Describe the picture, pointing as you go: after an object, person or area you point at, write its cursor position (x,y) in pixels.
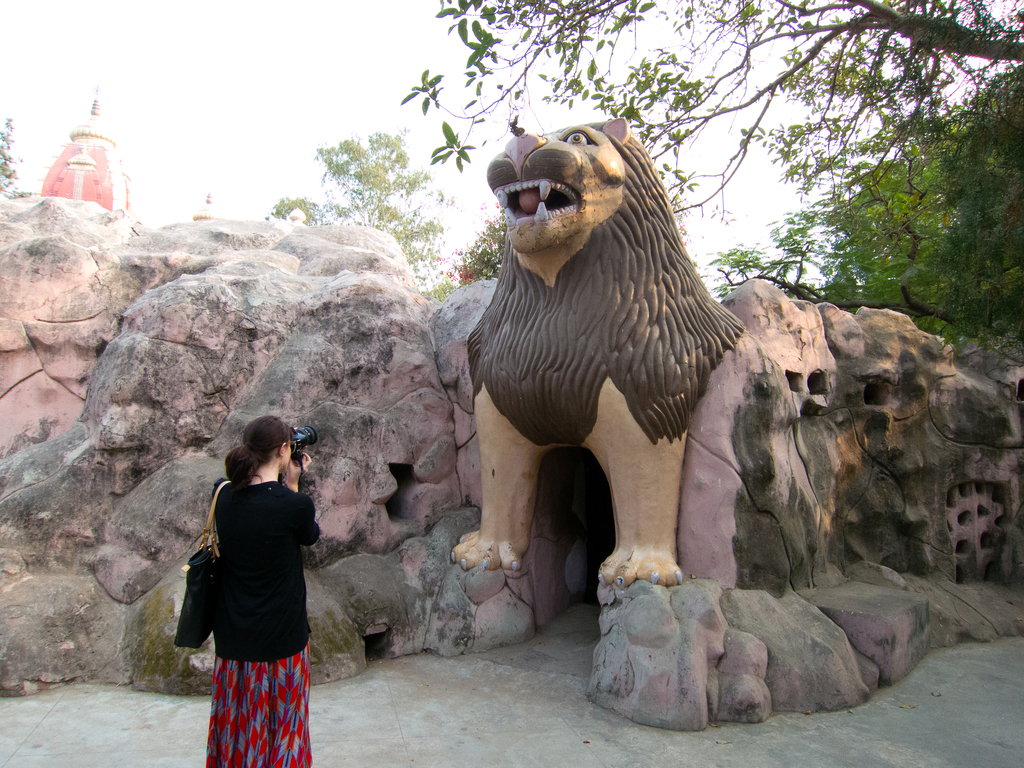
In this picture we can see a woman (294,679) standing on the ground (322,692), she is wearing a bag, holding a camera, in front of her we can see a sculpture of a lion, rocks (492,646), domes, trees (938,327) and we can see sky (778,119) in the background (790,125).
